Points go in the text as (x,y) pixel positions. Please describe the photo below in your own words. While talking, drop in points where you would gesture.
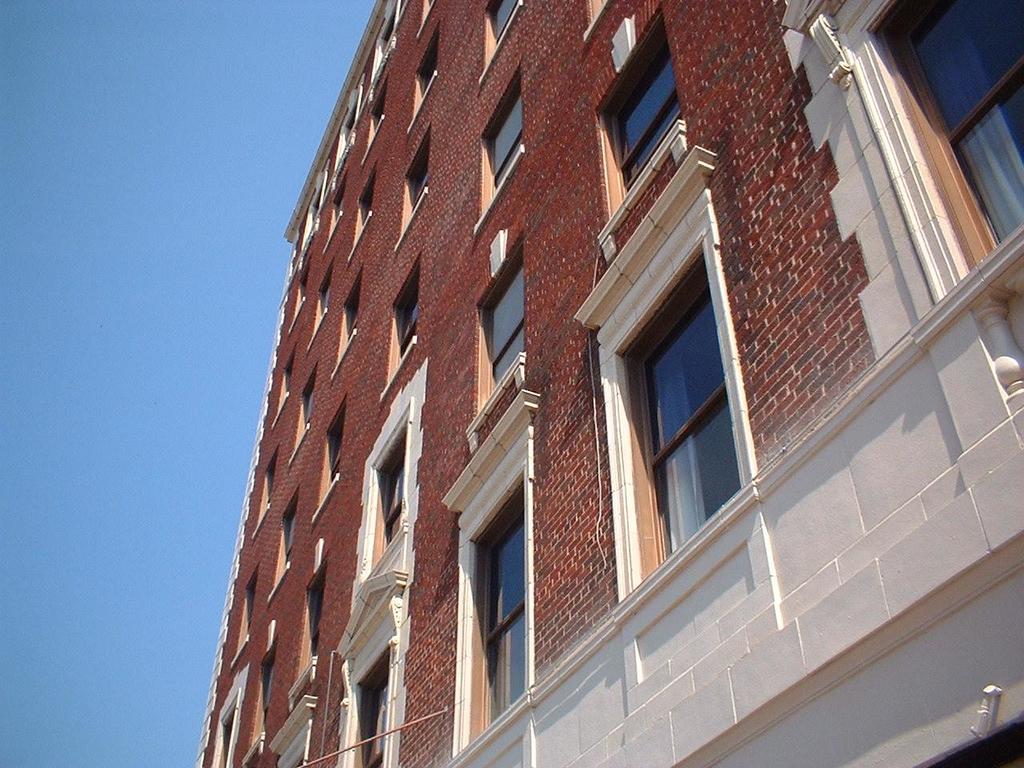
In the picture I can see the building (982,389) and glass windows (964,157). I can see the brick walls (304,486).
